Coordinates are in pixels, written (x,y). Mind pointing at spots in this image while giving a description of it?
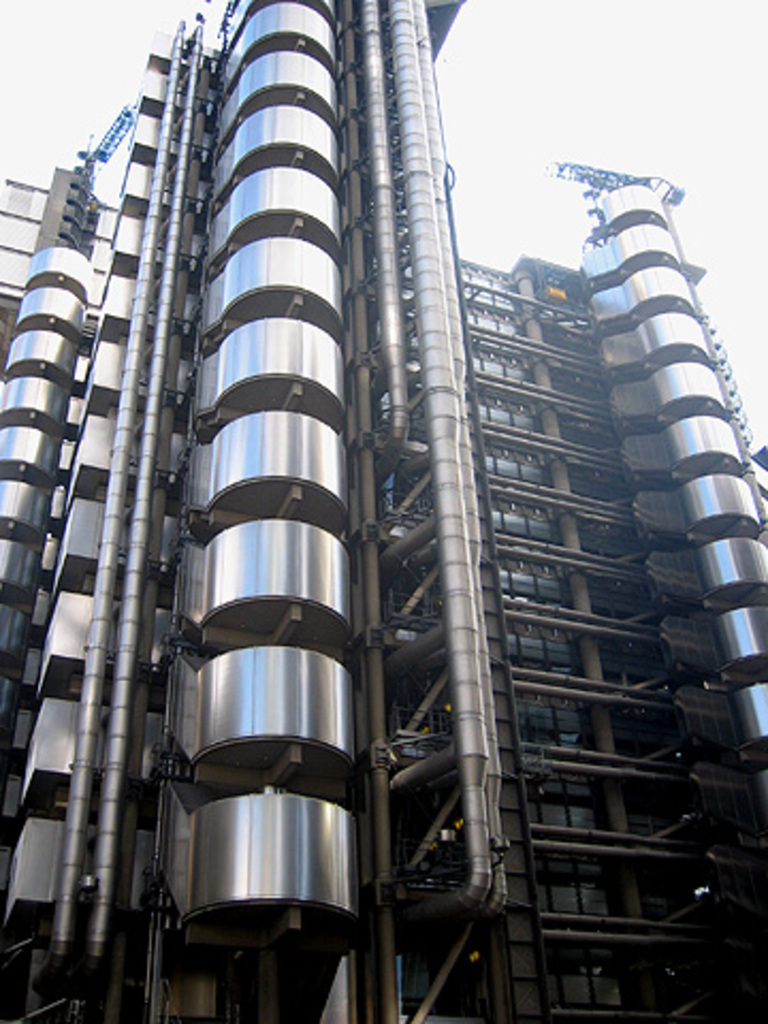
In this image we can see a building (363,487) and sky (463,119).
